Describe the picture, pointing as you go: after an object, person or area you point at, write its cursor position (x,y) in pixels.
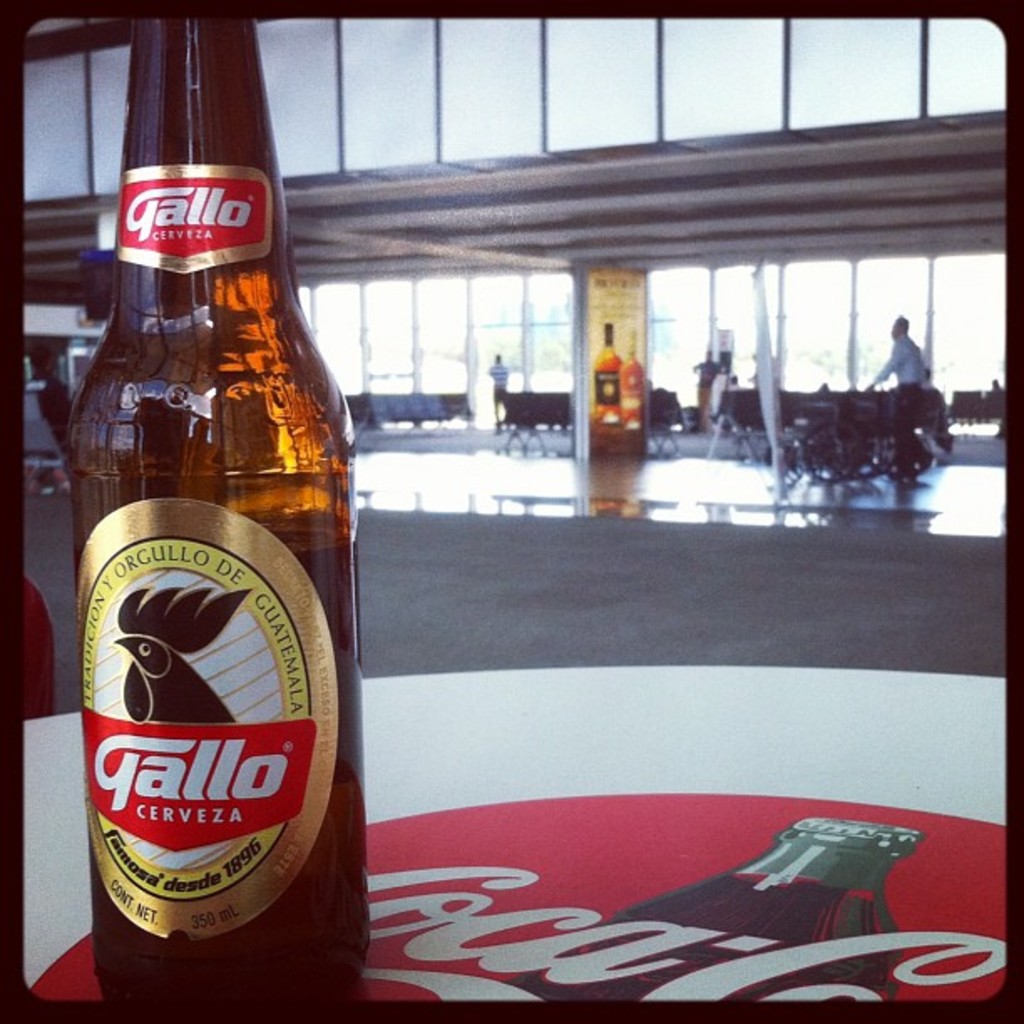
This is the picture taken in a room (557,662), there is a glass bottle (265,819) on the table (383,955) and the table (550,839) is covered with painting (606,851) and the painting (678,841) is in white and red color. Behind the bottle (214,698) there are chairs (367,412) and persons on the floor (522,597) and a glass door (353,326) and a pillars (626,351).
